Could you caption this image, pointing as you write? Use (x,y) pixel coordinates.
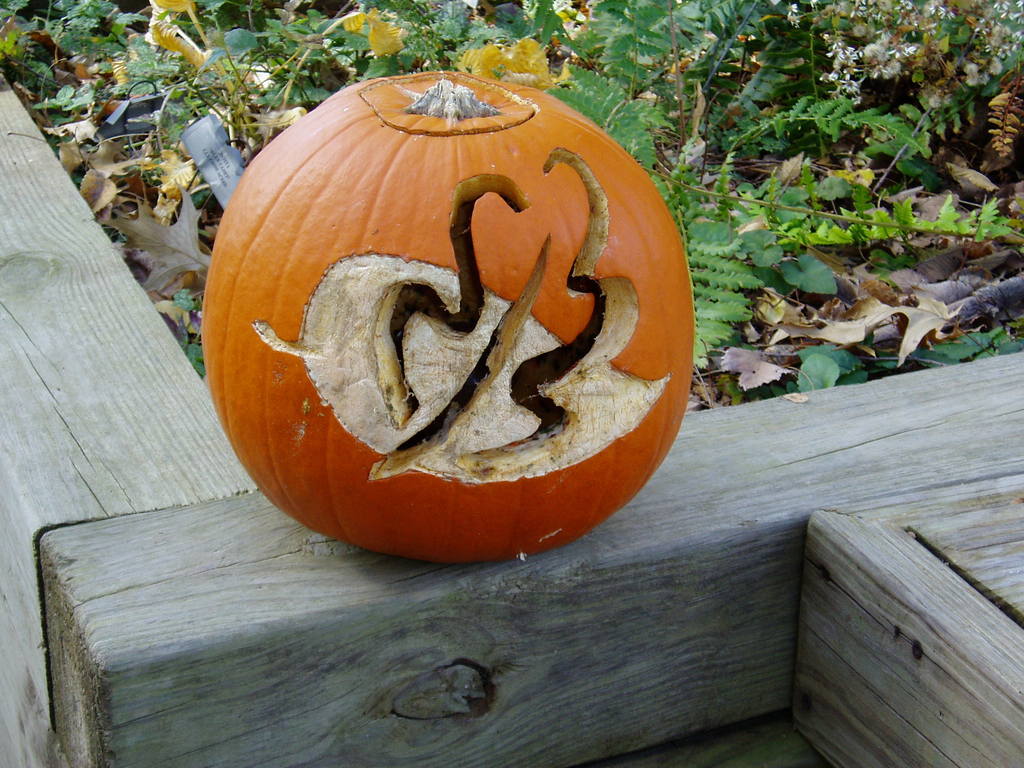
In this picture there is a pumpkin (556,267) on the wooden stick (744,566). At the back (992,230) there are plants (669,106) and dried leaves (857,294).
